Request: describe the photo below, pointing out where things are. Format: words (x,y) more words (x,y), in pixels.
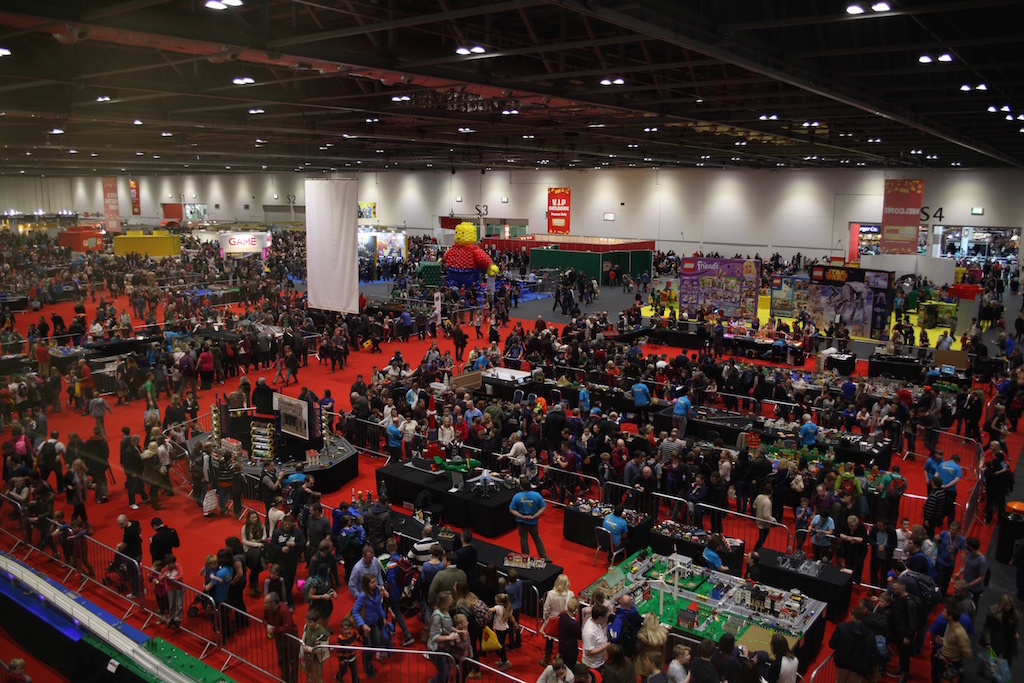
Here in this picture we can see number of people (269,350) standing and walking all present in the auditorium (315,387) over there and we can see tables (383,480) present all over there and we can see banners (320,225) present here and there and we can see toys (475,247) also present over there and at the top (331,168) on the roof (99,174) we can see lights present all over there.
